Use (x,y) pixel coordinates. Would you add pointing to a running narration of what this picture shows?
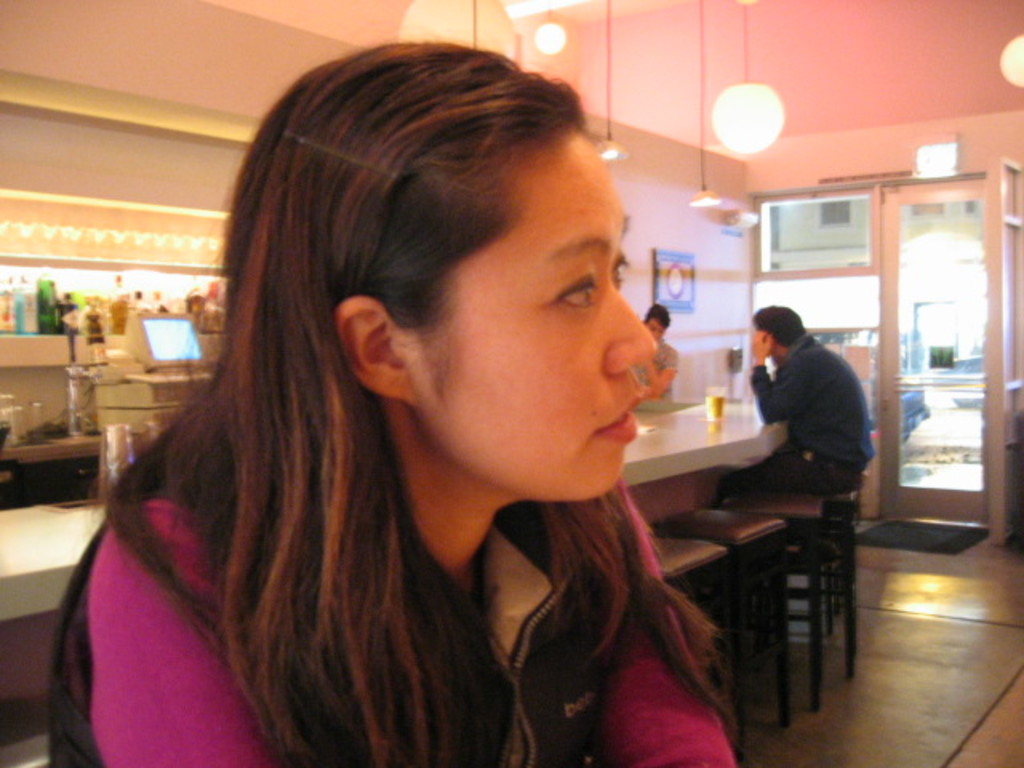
In this image I see a woman (512,474) who is wearing pink and black top (119,542). In the background (43,524) I see few things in the rack (197,231), a screen (186,326), few chairs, a table (709,461) on which there is a glass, 2 persons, lights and the door (952,184).
